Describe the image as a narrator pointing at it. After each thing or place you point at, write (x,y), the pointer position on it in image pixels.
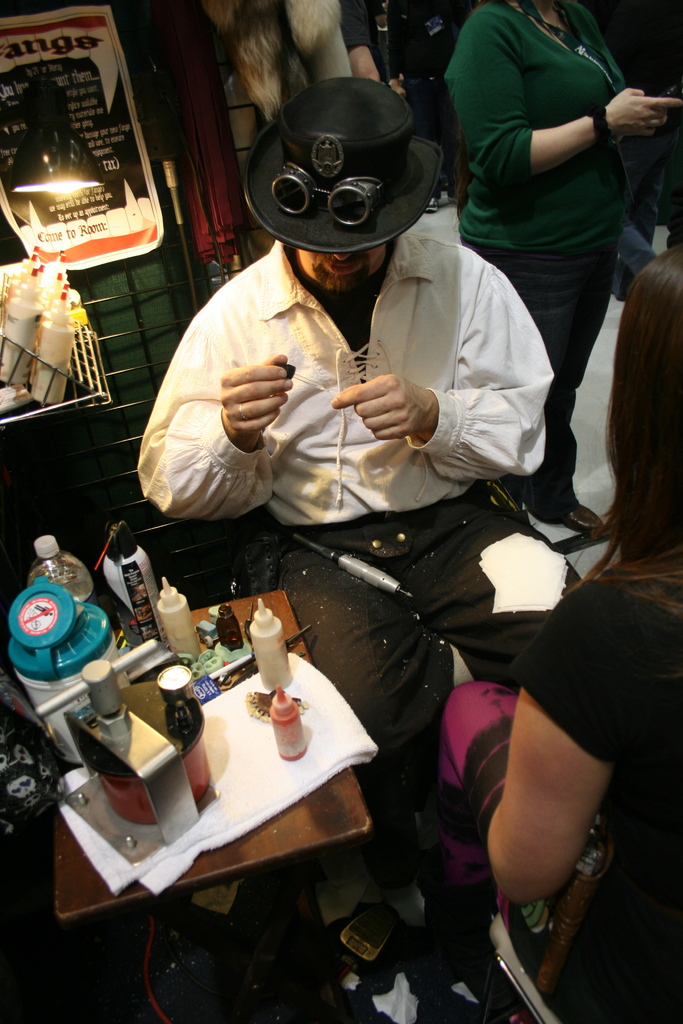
There is a person (266,215) in white color shirt (241,315), holding an object (314,385), sitting on a chair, in front of a woman (546,657) who is sitting on another chair (601,960), near a table (339,814), on which, there are bottles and other objects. In the background (502,98), there are other persons (502,98) standing and there are other objects (189,124).
